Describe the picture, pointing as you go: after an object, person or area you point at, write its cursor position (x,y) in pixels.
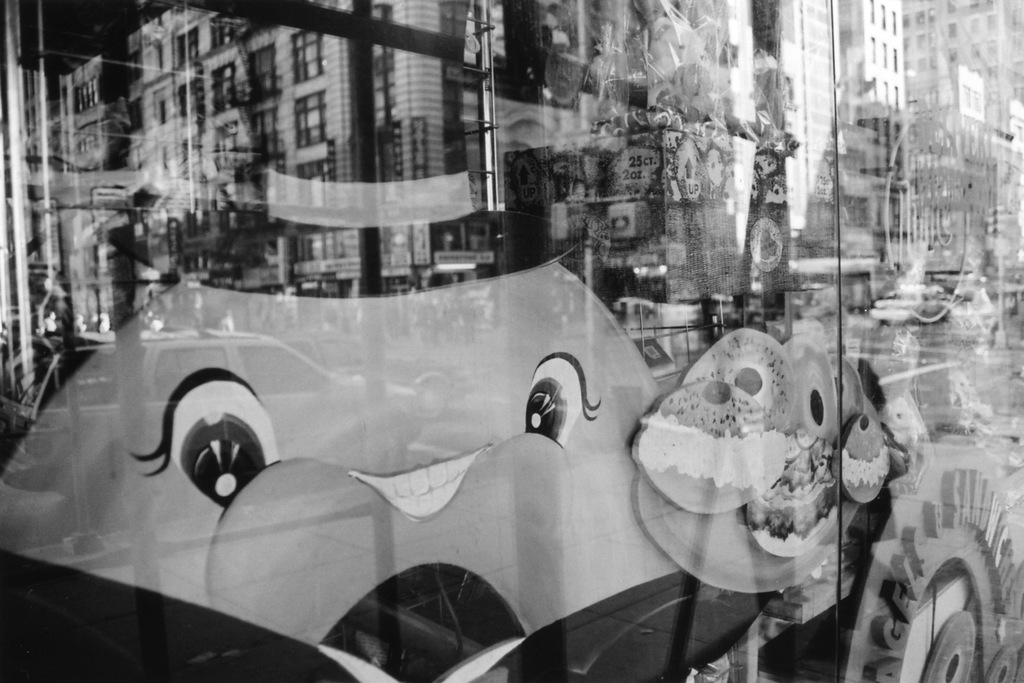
In this image in the foreground (831,225) there is a glass door (148,284) and through the door (846,196) we could see some buildings (954,191) and some other objects (911,401). And in the background (986,225) also there are some other objects (776,492).
